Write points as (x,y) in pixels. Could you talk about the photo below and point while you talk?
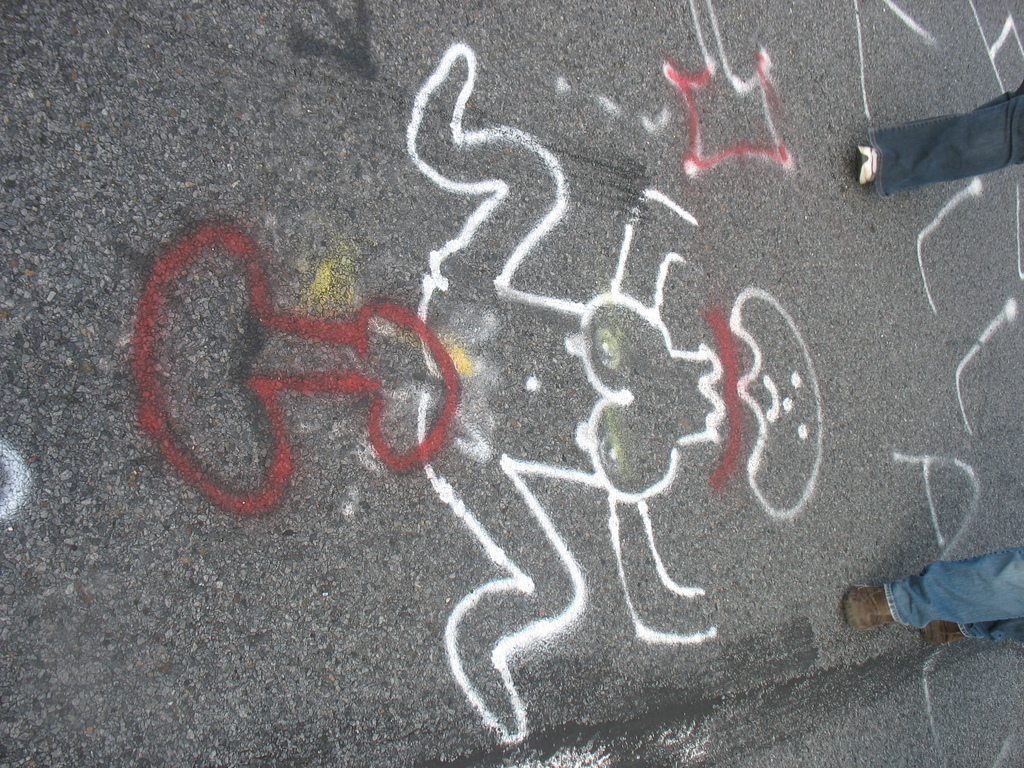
In this image there is a road (292,524) on the road (360,252) there is some painting (354,342), and on the right side (980,570) there are two persons (974,599) who are walking.
